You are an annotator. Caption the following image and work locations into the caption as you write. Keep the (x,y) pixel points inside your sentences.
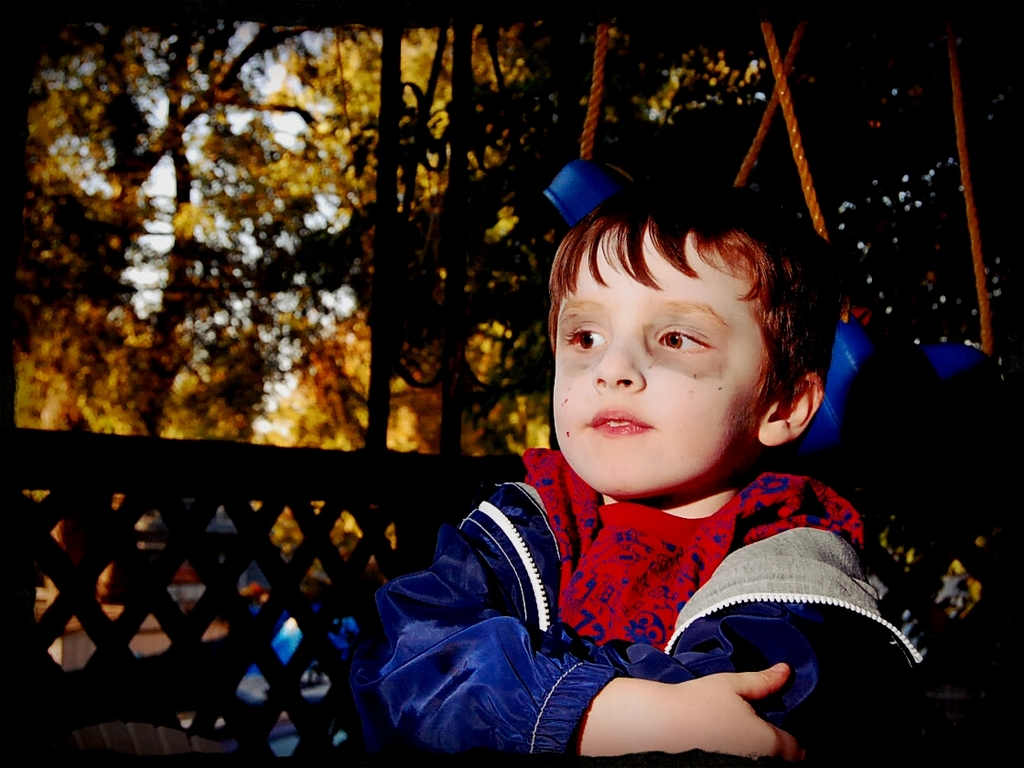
The picture shows a boy (668,223) and we see few trees (480,231) and we see a wooden fence (364,487) on the back (335,503) and a boy (593,700) wore a blue jacket (546,625).
